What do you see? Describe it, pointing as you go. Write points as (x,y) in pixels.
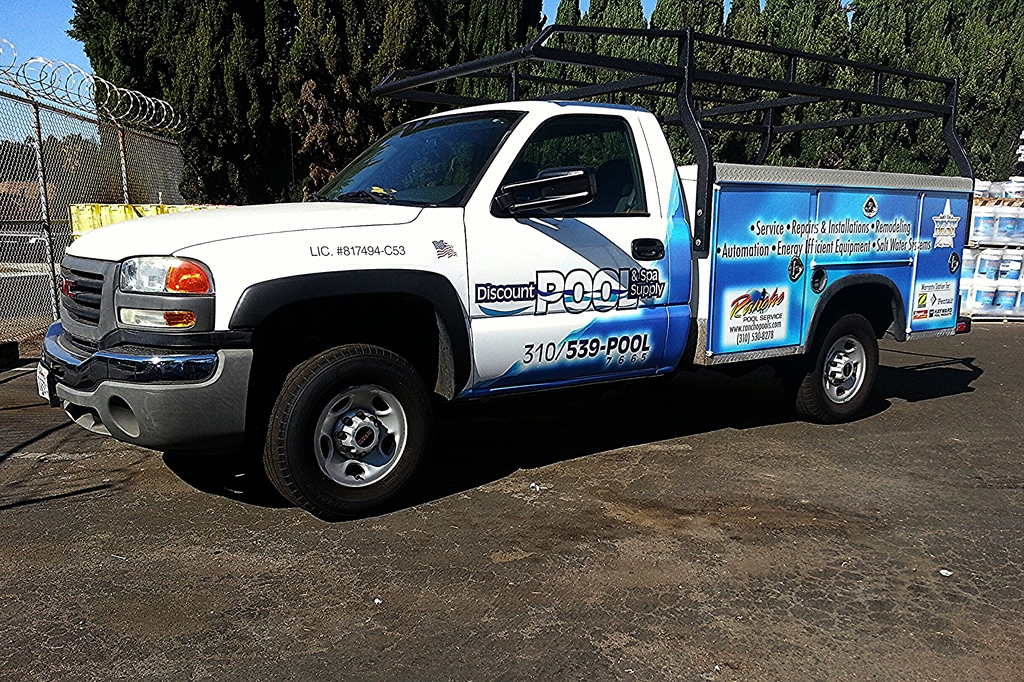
Here I can see a truck (451,251) on the road (562,563) which is facing towards the left side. In the background (401,47) there are some trees (649,40) and few buckets (1004,290). On the left side (8,281), I can see a net fencing (41,165). On the left top of the image (31,19) I can see the sky (41,28).
